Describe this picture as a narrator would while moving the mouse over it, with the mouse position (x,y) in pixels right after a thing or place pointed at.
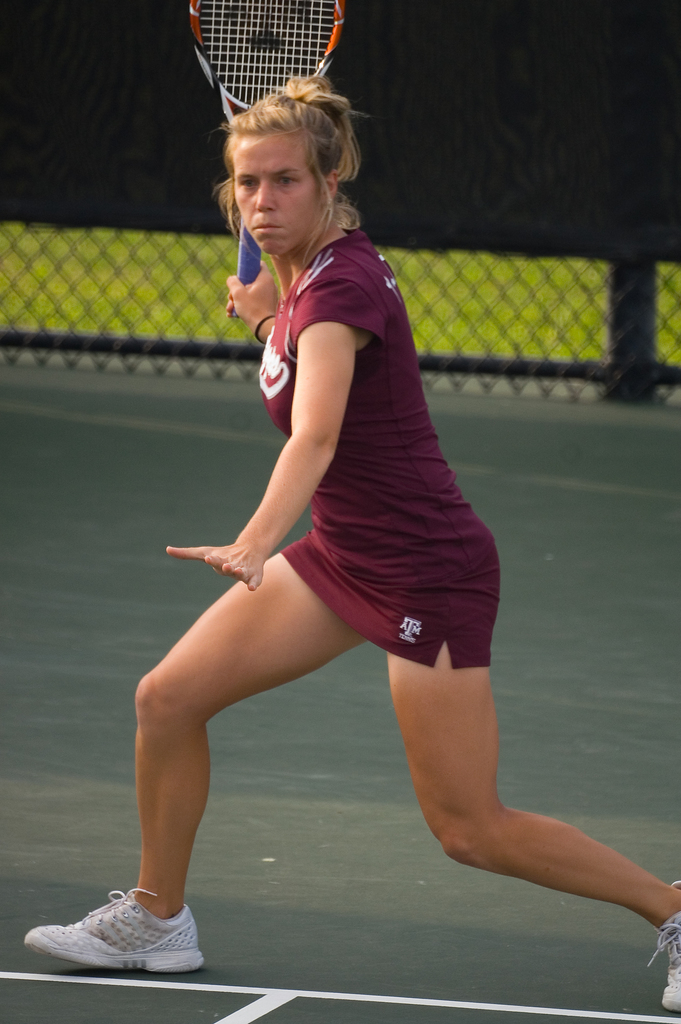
This picture shows a woman (666,933) playing tennis with the tennis bat (192,16).
